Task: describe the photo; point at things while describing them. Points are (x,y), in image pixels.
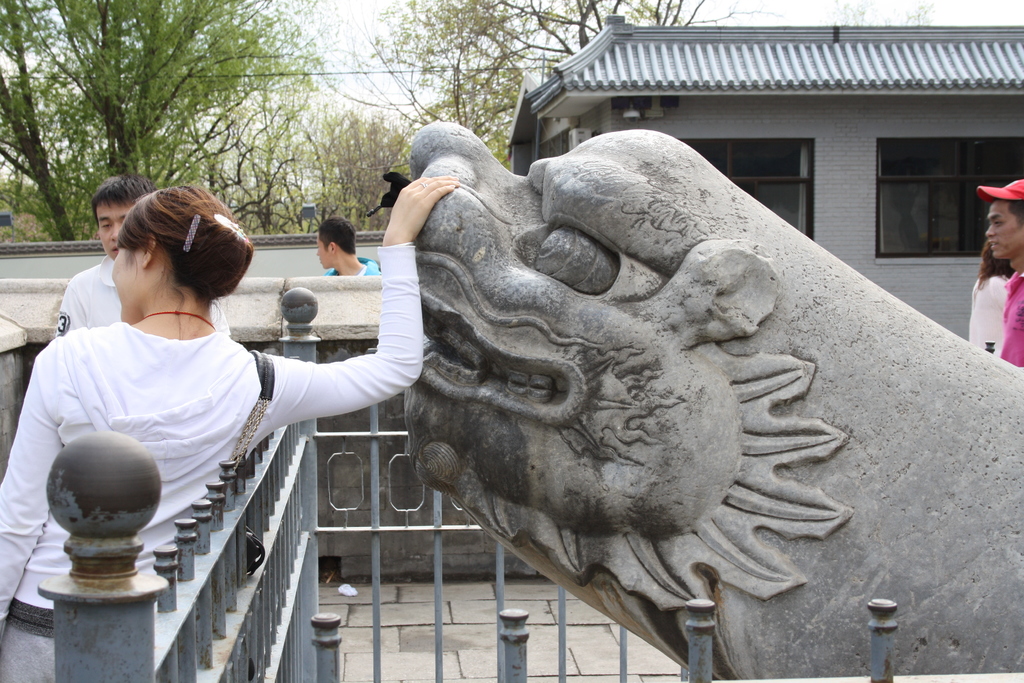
In this image there are a group of people (228,356) who are standing, and on the right side (728,475) there is one statue (513,321). In the background (707,84) there are some houses (1009,153), trees (198,132) and in the foreground (233,560) there is a railing (298,547).
